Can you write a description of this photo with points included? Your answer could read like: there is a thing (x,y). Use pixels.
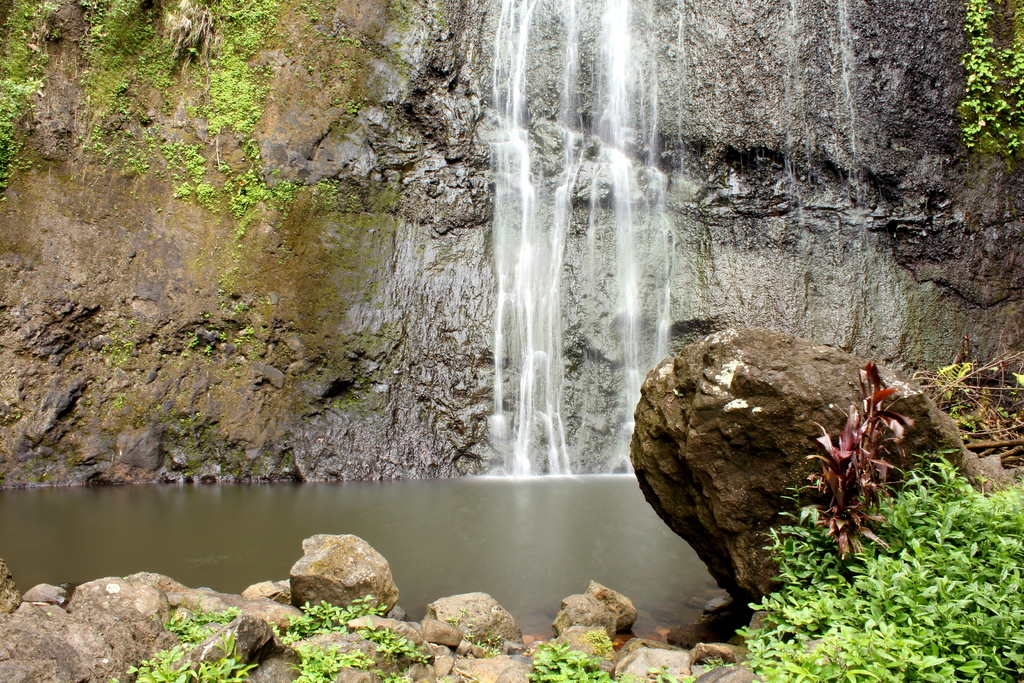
In the picture I can see plants (992,600), rocks (651,652), waterfall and the hills (81,179) in the background (957,72).
